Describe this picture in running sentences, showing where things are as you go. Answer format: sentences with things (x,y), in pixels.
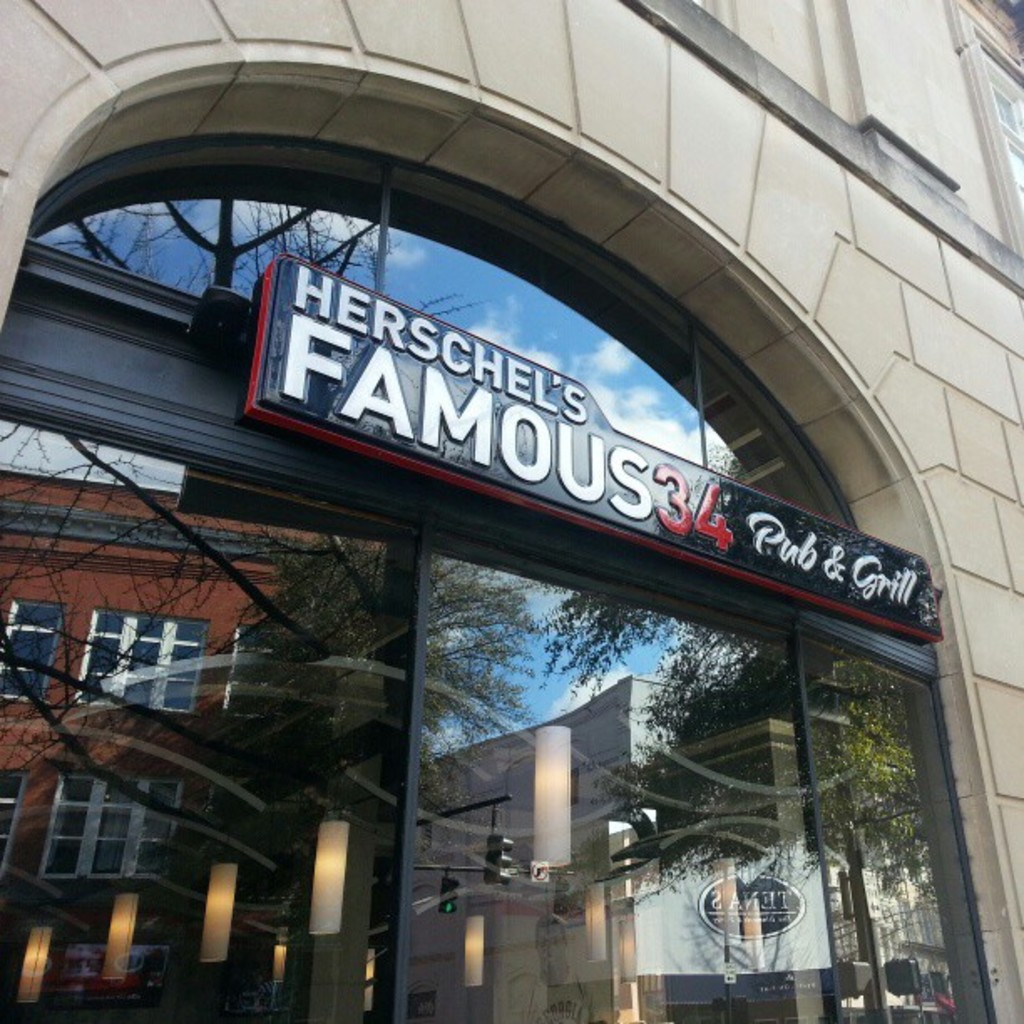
In this image we can see the front view of a building (979,633). The door (580,877) of the building (217,395) is made up of glass (220,705). In the glass (179,641) reflection of different buildings (159,737) and trees (826,755) are there.
